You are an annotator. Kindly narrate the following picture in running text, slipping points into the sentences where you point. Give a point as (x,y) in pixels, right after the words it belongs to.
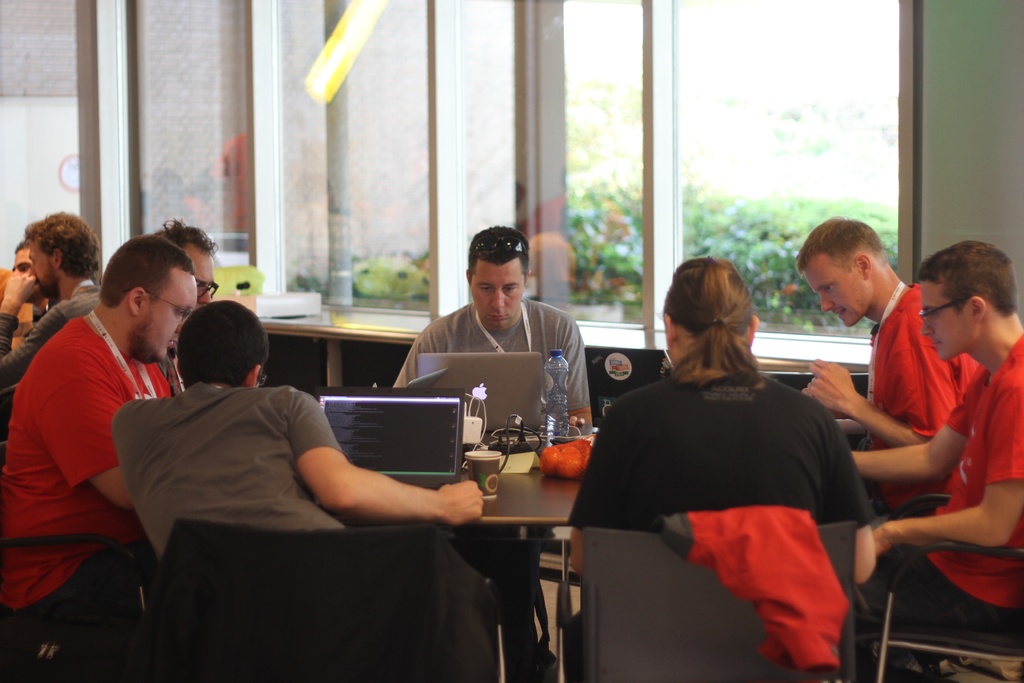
in this image i can see people (688,494) operating laptops (410,462). on the tables (536,471) there are glasses (489,465) and bottle (553,375). behind them there is a window (507,68). outside the building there are trees (684,223).
